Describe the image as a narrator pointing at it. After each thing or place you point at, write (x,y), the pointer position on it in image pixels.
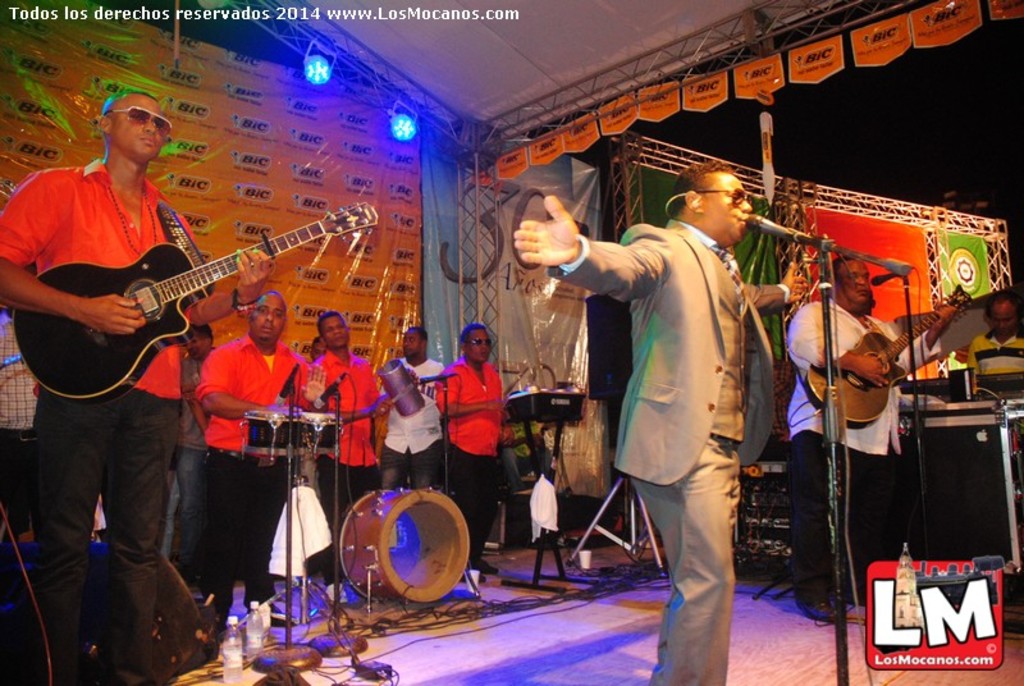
In this image I see a group of people (708,670) standing over here and this guy (156,219) is holding an musical instrument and this guy (230,392) is beating an instrument (339,419) and this guy (738,188) is in front of a mic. In the background (843,225) I can see the banner (48,30) and the lights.
